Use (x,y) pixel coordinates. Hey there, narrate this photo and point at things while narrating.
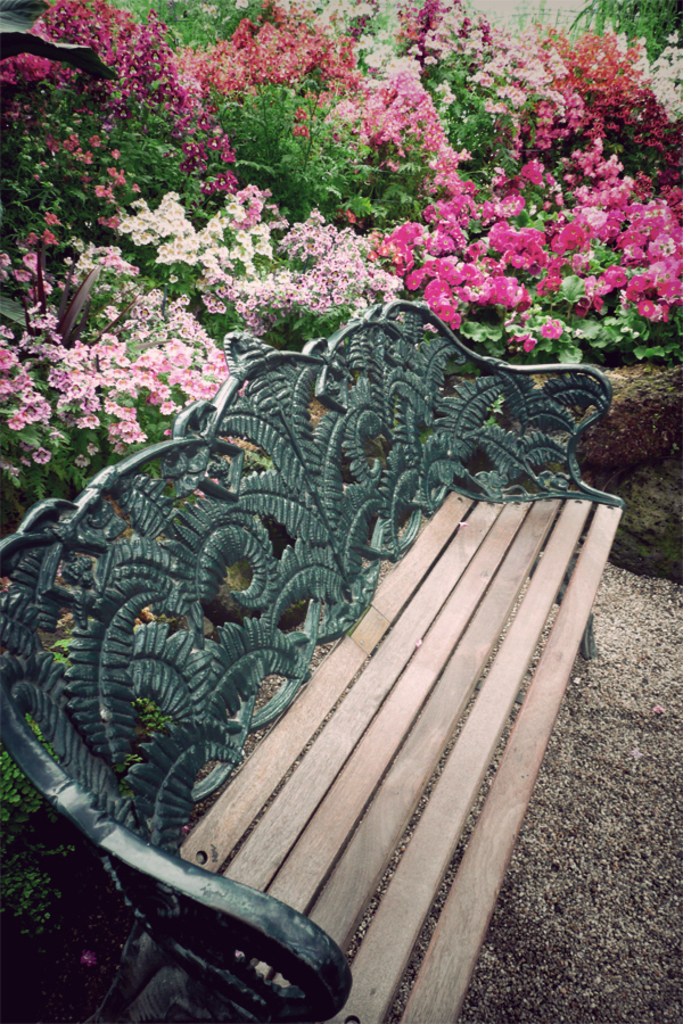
In this image we can see a bench (240,776). Behind the bench (264,754), we can see so many different color flowers plants (397,201).
